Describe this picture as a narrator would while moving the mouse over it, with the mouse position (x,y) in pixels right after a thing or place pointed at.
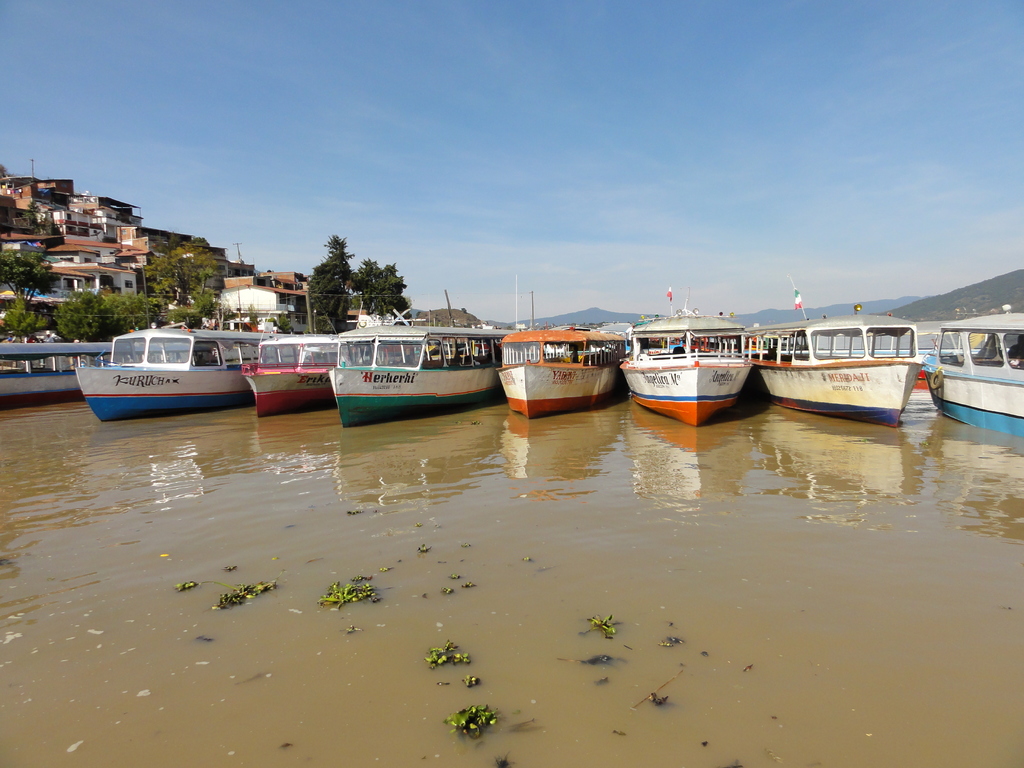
In the center of the image (438,363) there are boats (132,369) on the water (625,574). On the left side of the image (111,240) there are buildings (115,259) on the hill (147,283) and trees (331,291). In the background (929,279) there is a water (919,331), hills (915,297), sky (741,212) and clouds (751,287).
